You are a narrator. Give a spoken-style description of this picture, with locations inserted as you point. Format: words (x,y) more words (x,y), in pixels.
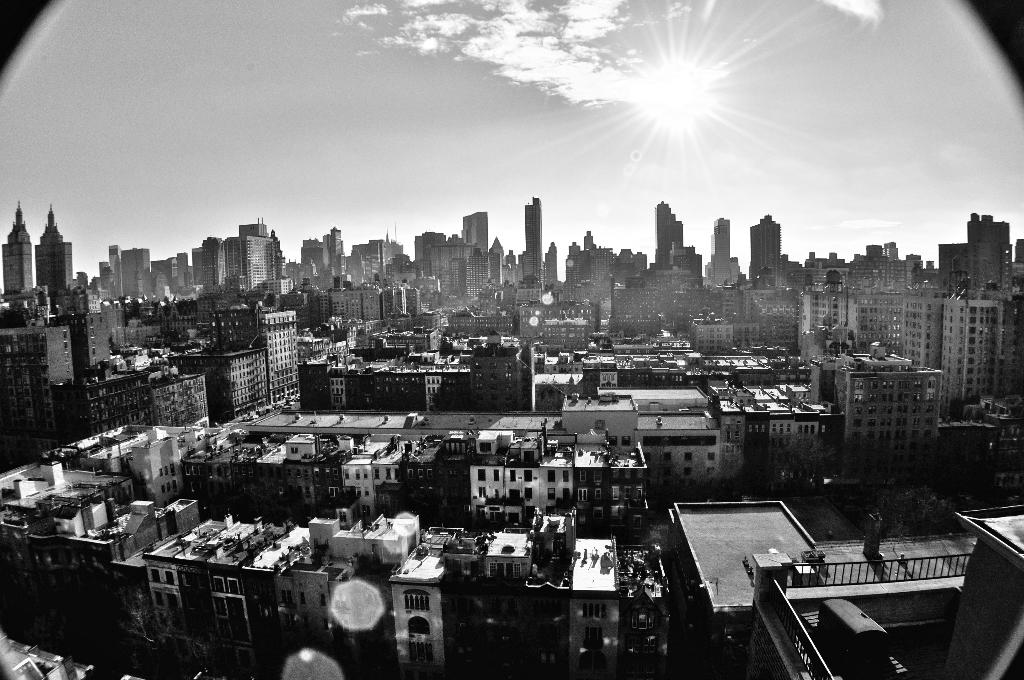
This is a black and white image of a city (712,375), where there are buildings (717,319), and in the background (371,230) there is sky (371,230).
